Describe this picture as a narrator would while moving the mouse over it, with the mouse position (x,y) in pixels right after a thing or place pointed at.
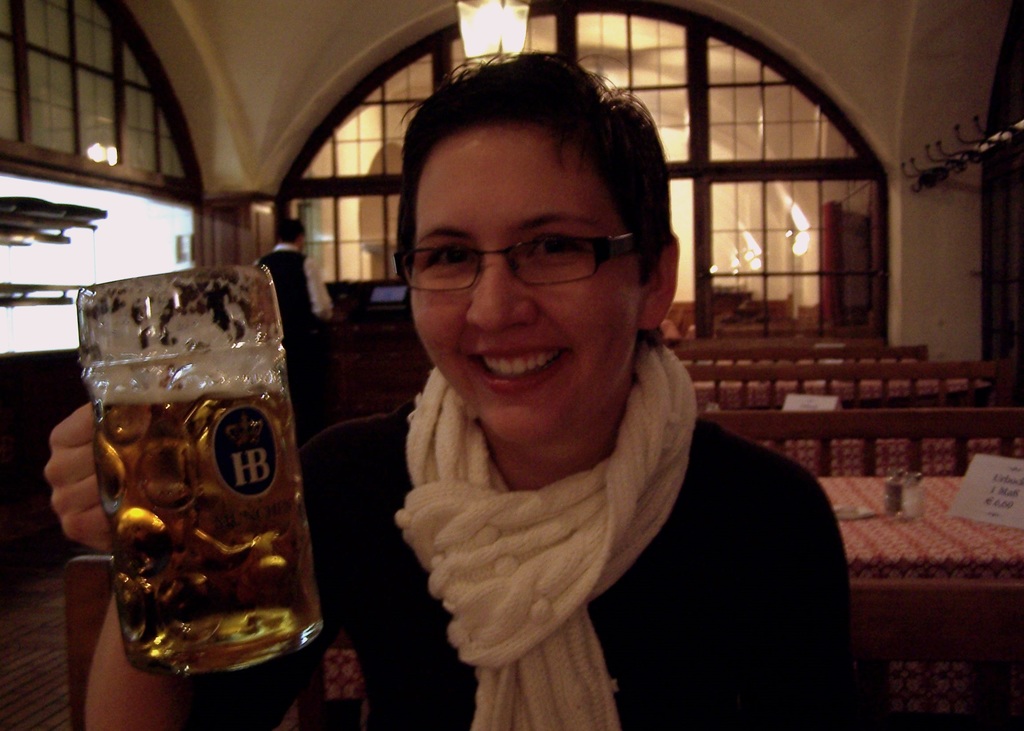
In this image i can see a woman (476,354) holding a cup (221,403), there is a drink (186,531) on the cup (192,560) and she is wearing a white color scarf (555,532) on her neck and back side her there are the tables (862,397) kept on the floor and there is a window (636,74) visible and there light (476,33) on the middle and there is a man (296,236) stand on the left side (290,303) corner.
